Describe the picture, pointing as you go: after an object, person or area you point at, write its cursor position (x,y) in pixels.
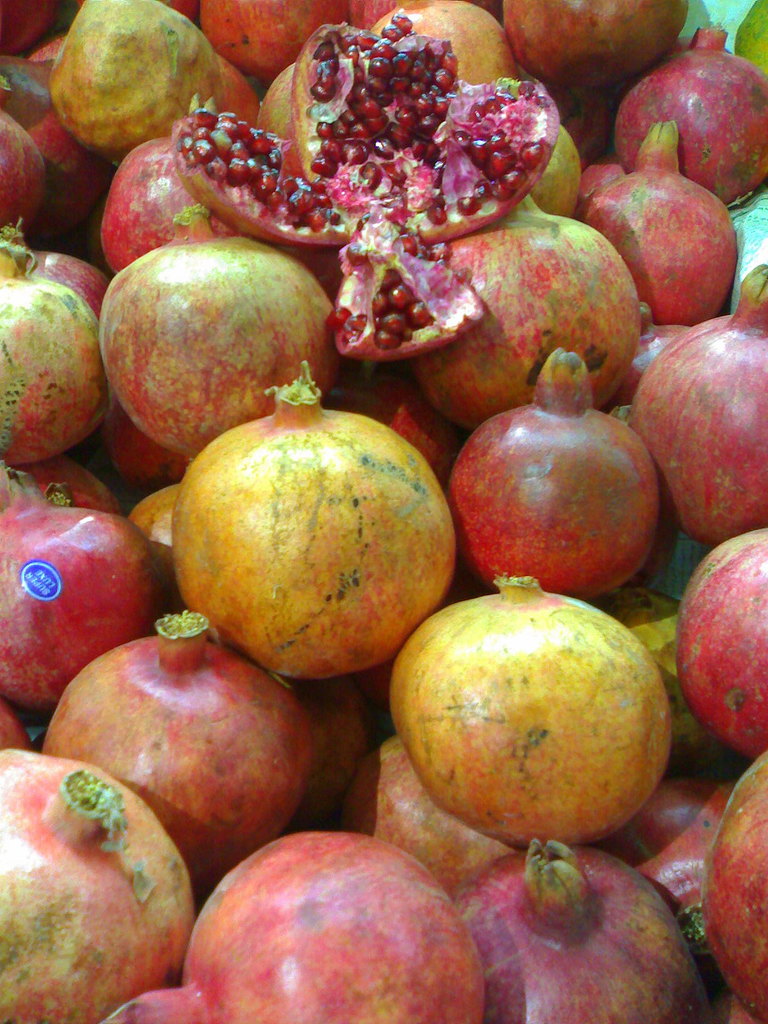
In this image there are many pomegranates (383,515). They are red in color.
